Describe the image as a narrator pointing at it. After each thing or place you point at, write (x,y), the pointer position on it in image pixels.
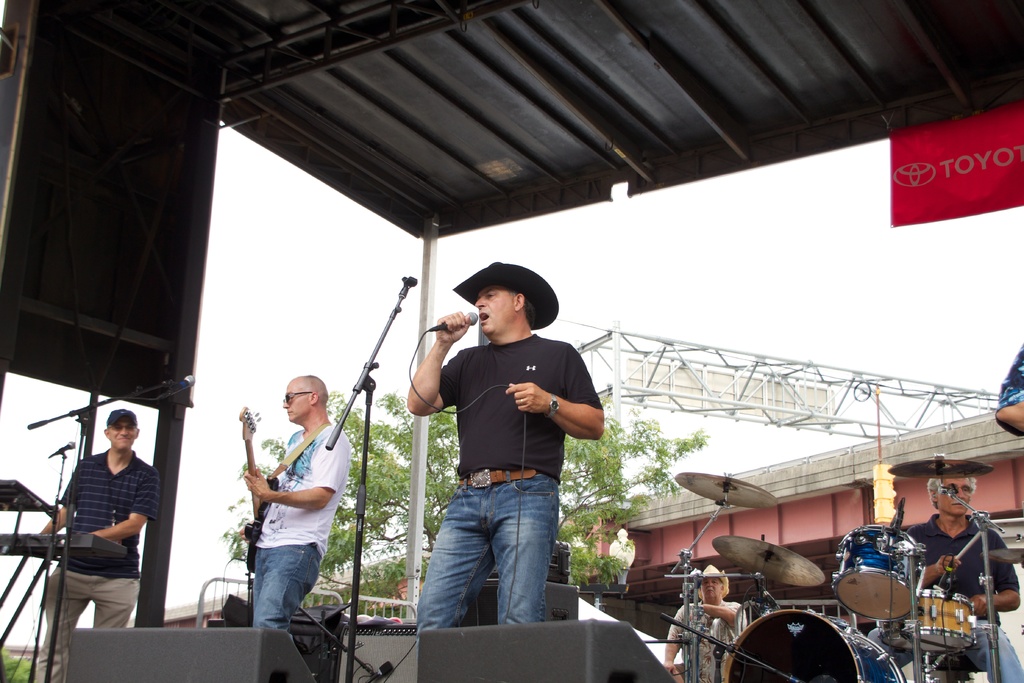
In this picture we can see sky (310,217) is cloudy, and here is the trees (396,442), a person (456,395) standing on the stage (414,450) he is singing and he is holding a microphone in his hand (445,338), and left to opposite a man (309,422) is standing and playing a guitar (265,507), and left to opposite a man (131,457) is standing and playing a piano (75,533), and right to back a person (951,536) is sitting and playing musical drums (766,616).
